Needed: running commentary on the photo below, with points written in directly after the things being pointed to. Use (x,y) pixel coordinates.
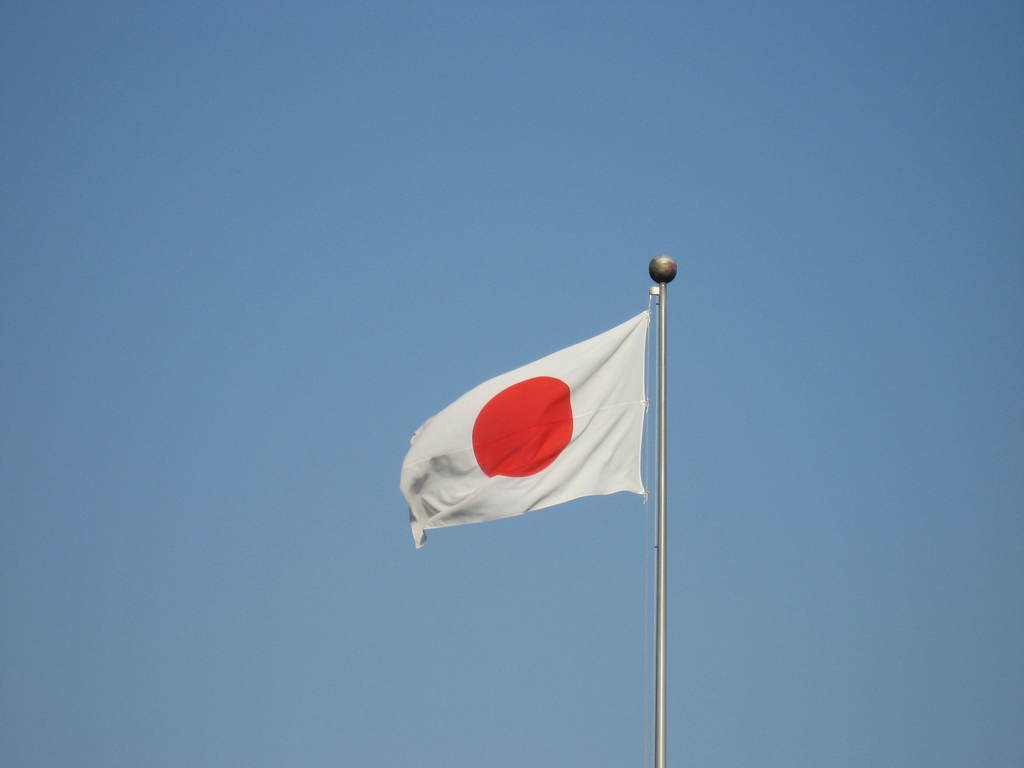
In the middle (609,418) a flag (602,437) is flying. It is in white color and there is a red color circle (478,435) in it.
